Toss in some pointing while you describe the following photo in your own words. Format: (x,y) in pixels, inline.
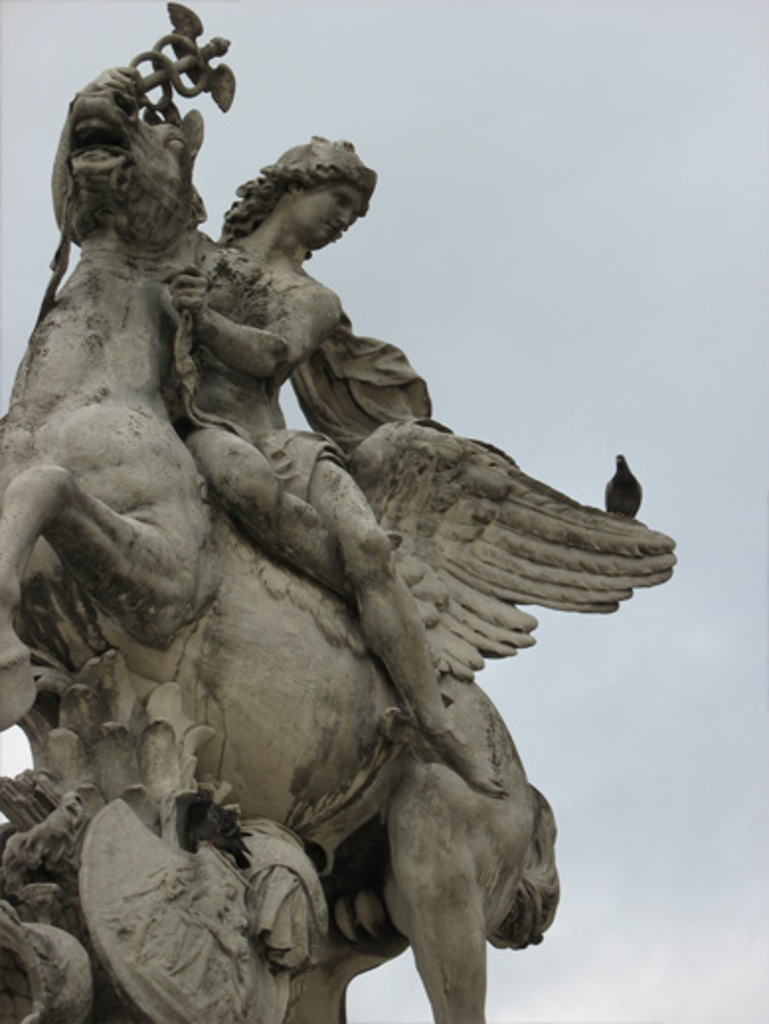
In this picture I can see birds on the statue (44,816), and in the background (649,319) there is the sky (660,408).
